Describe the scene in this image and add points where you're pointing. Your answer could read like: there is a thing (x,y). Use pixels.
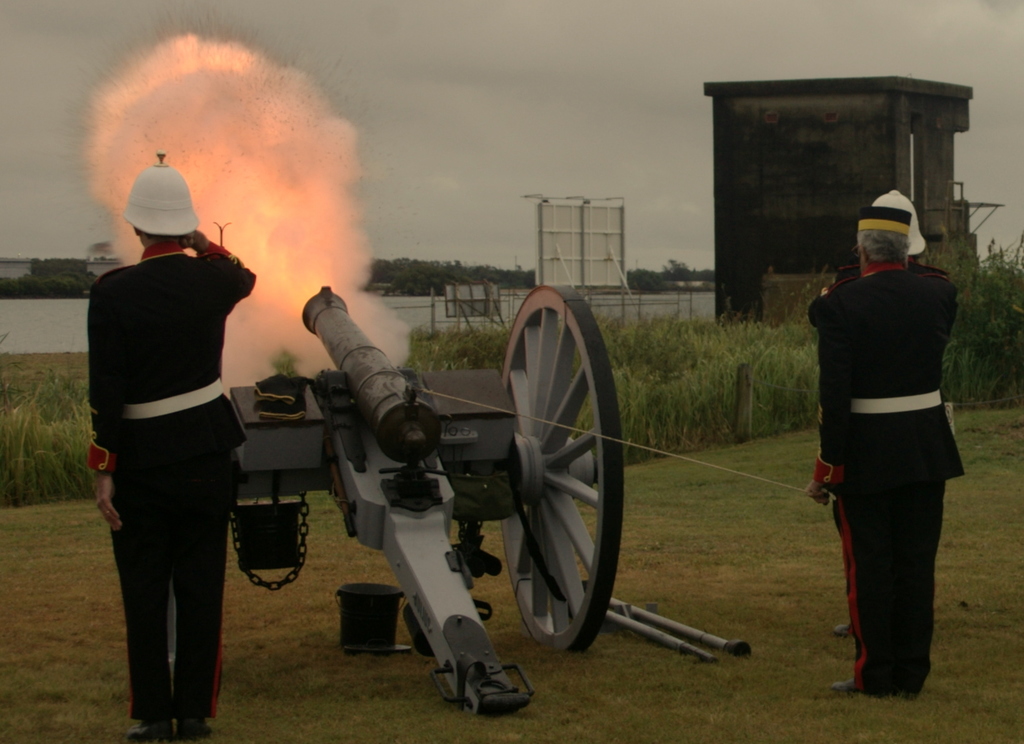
In this picture we can see people (168,354) and a cannon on the ground (732,712) and in the background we can see fire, trees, plants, shed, sky (1014,171) and some objects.
